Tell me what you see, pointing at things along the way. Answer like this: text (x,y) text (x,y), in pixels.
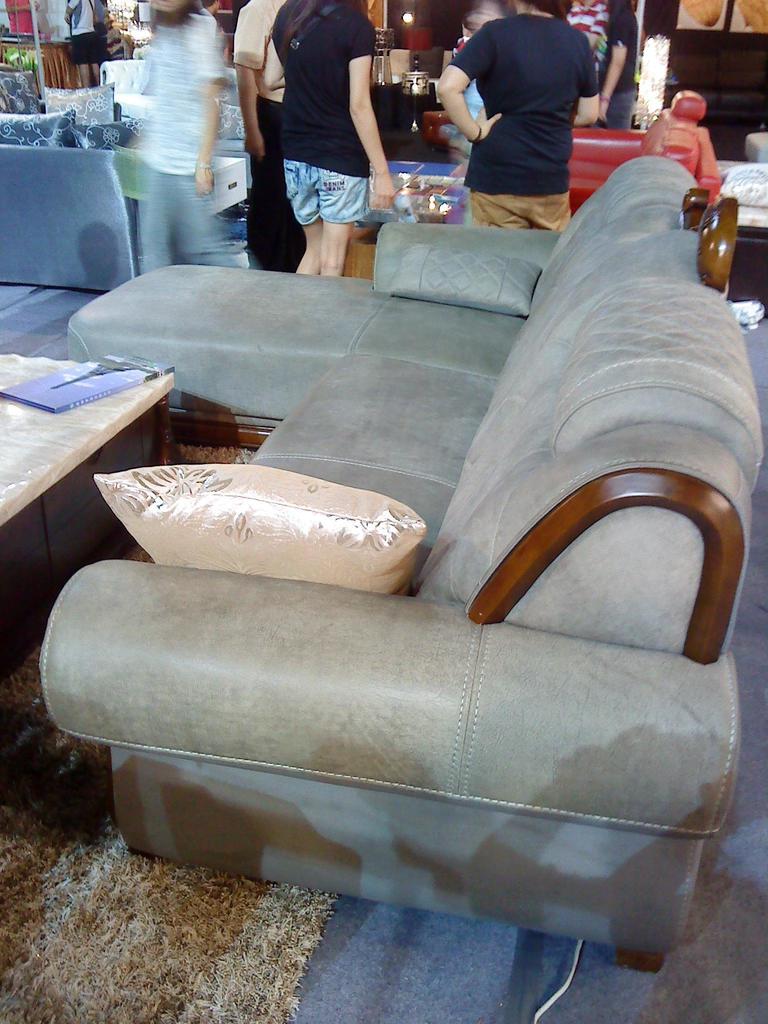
In this picture there is a couch (383,377) with the pillow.
